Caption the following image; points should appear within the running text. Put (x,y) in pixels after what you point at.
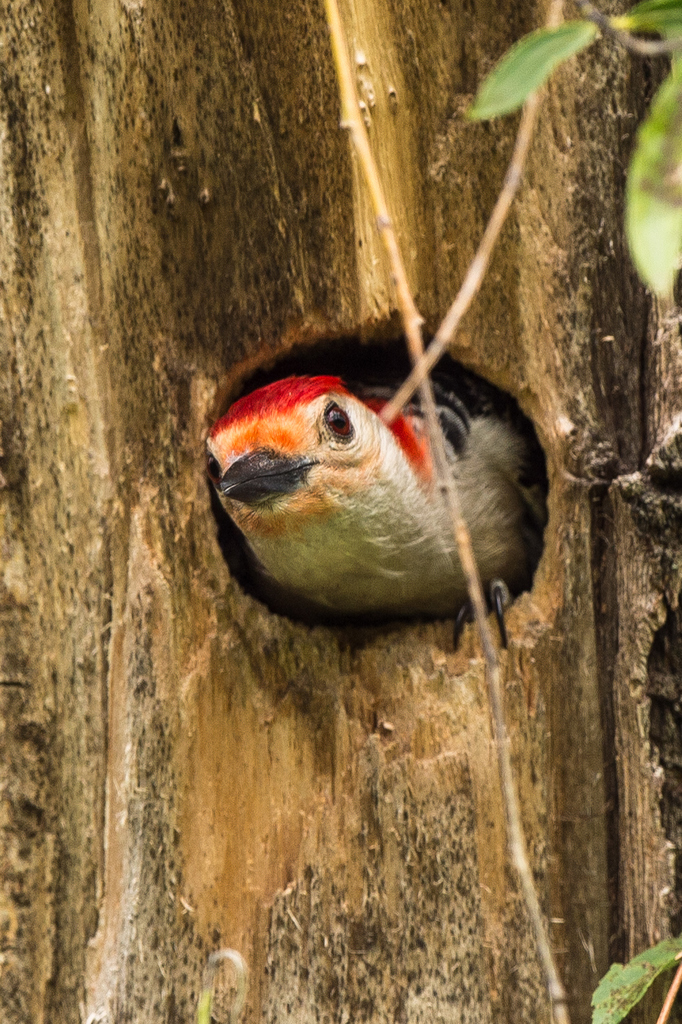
In the middle of this image (340,488) I can see a bird (367,425) in a tree trunk (541,395). On the right side (614,964) few leaves (681,193) are visible.
